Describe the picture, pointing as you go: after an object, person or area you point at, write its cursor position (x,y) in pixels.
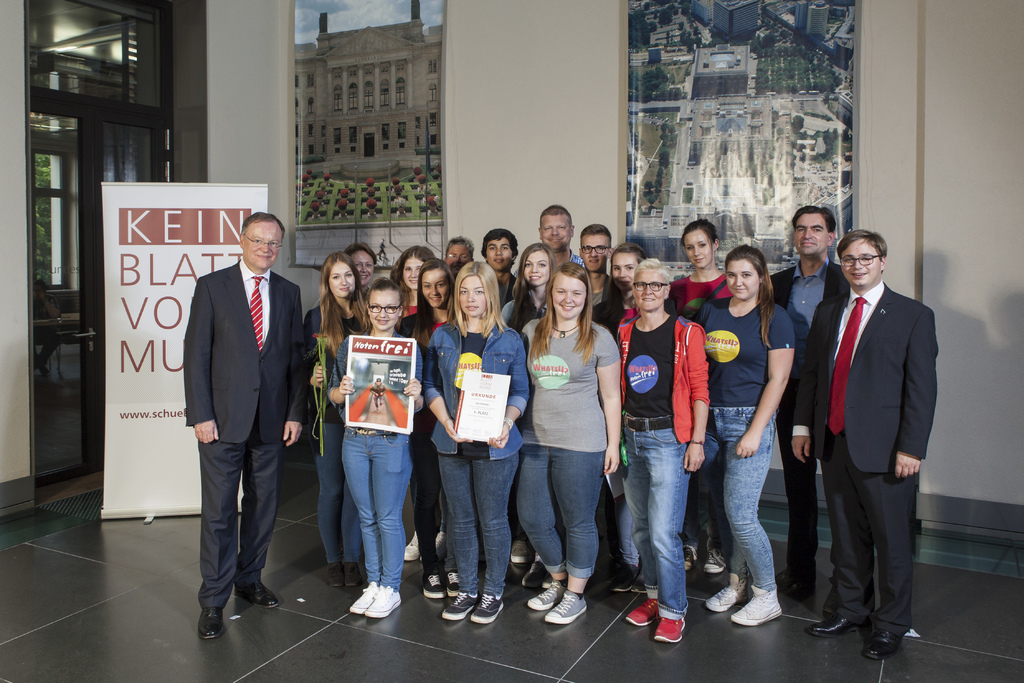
In the foreground of this image (537,283), there are people (298,342) standing, holding posters (463,381) and posing to a camera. Behind them, there are few posters (391,178), banner (265,189) and the door (82,204).
